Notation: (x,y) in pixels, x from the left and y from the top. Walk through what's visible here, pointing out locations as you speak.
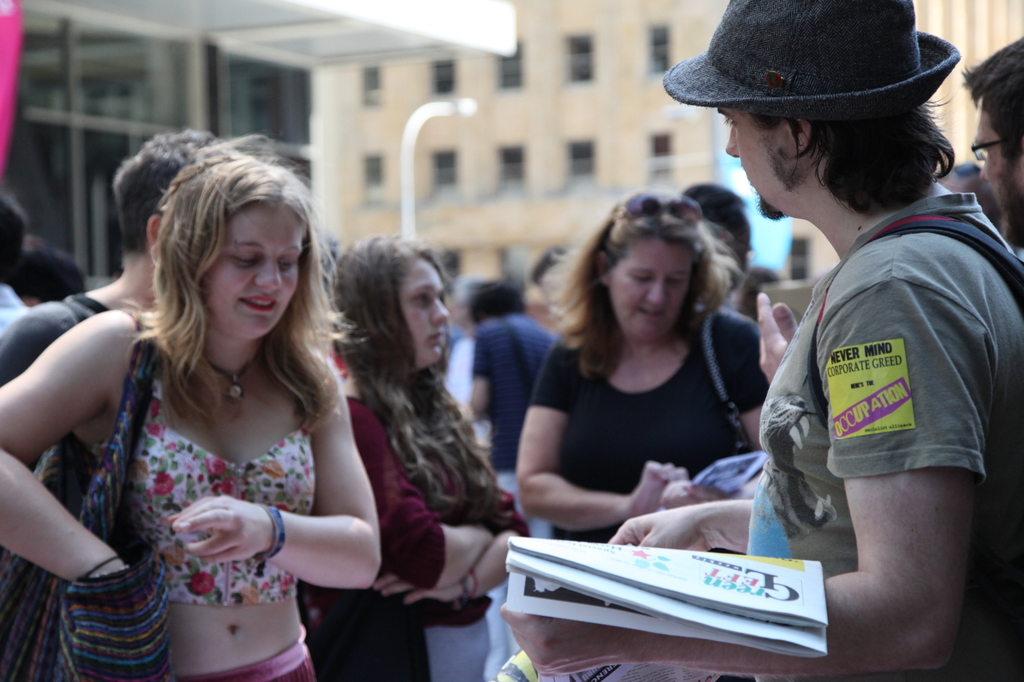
In this picture we can see a group of people (344,676) standing and in the background (60,142) we can see buildings (510,144) with windows (60,140).
